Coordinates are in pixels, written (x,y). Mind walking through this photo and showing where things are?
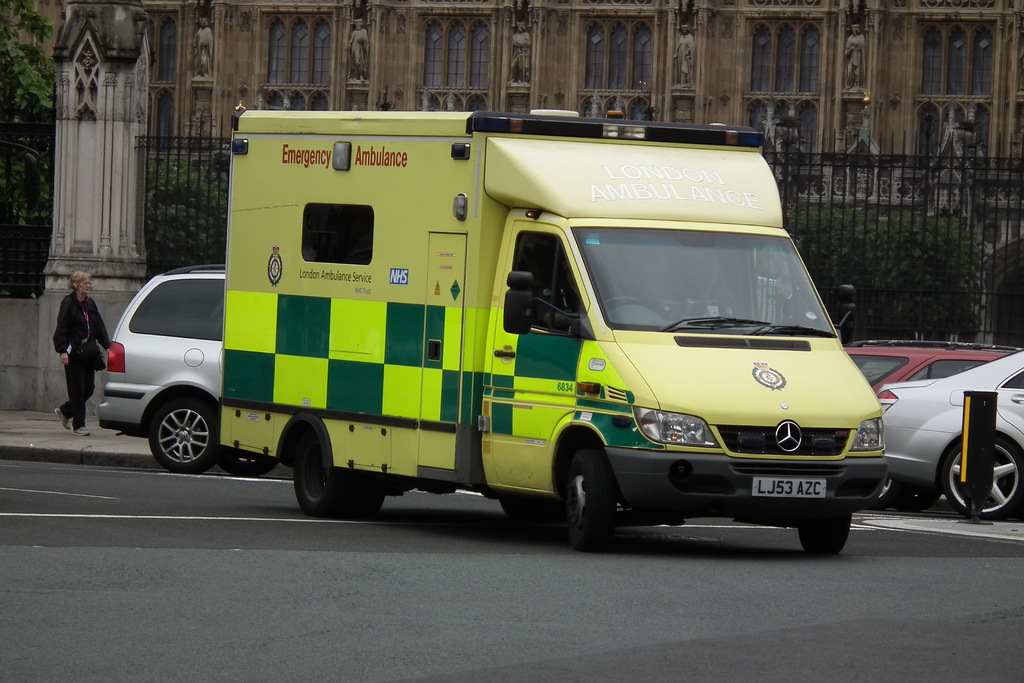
In this image I can see a vehicle (638,430) in green color on the road (999,666). Background (927,375) I can see few other vehicles (880,354), a person (80,364) walking on the pathway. I can also see a building (245,63) in brown color and trees (1,87) in green color.
